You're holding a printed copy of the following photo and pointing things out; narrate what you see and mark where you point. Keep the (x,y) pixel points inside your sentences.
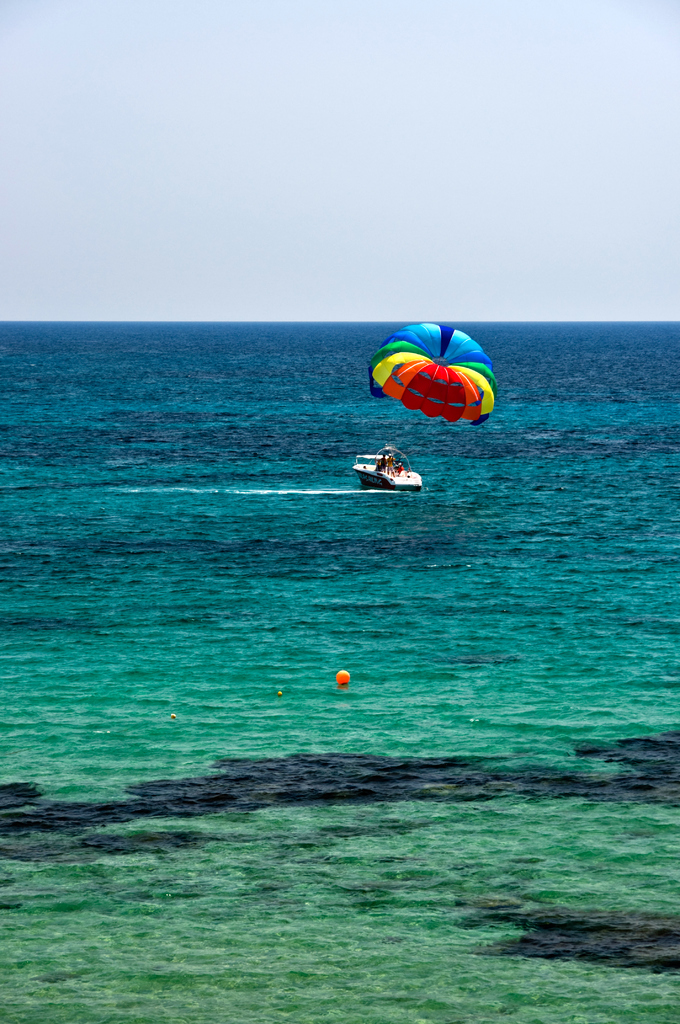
This picture is clicked outside the city. In the foreground (430,730) we can see a water body (438,553). In the center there is a boat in the water body (437,466). In the background (294,198) there is a sky (163,219).
